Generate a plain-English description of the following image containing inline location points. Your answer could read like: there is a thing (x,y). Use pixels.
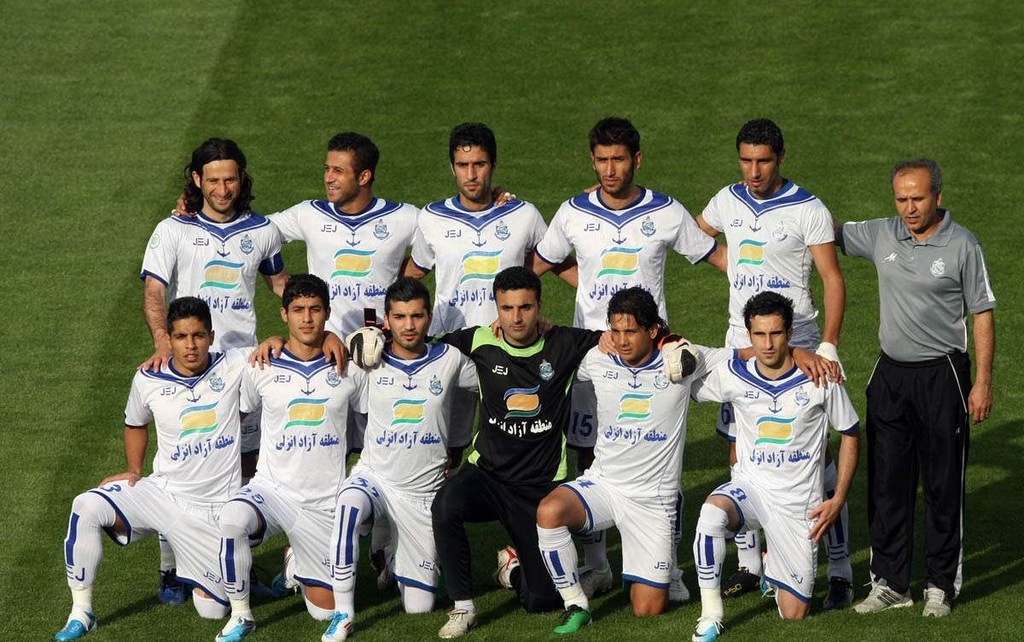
As we can see in the image there is grass (156,121) and few people (214,209) standing in the front (390,298).
